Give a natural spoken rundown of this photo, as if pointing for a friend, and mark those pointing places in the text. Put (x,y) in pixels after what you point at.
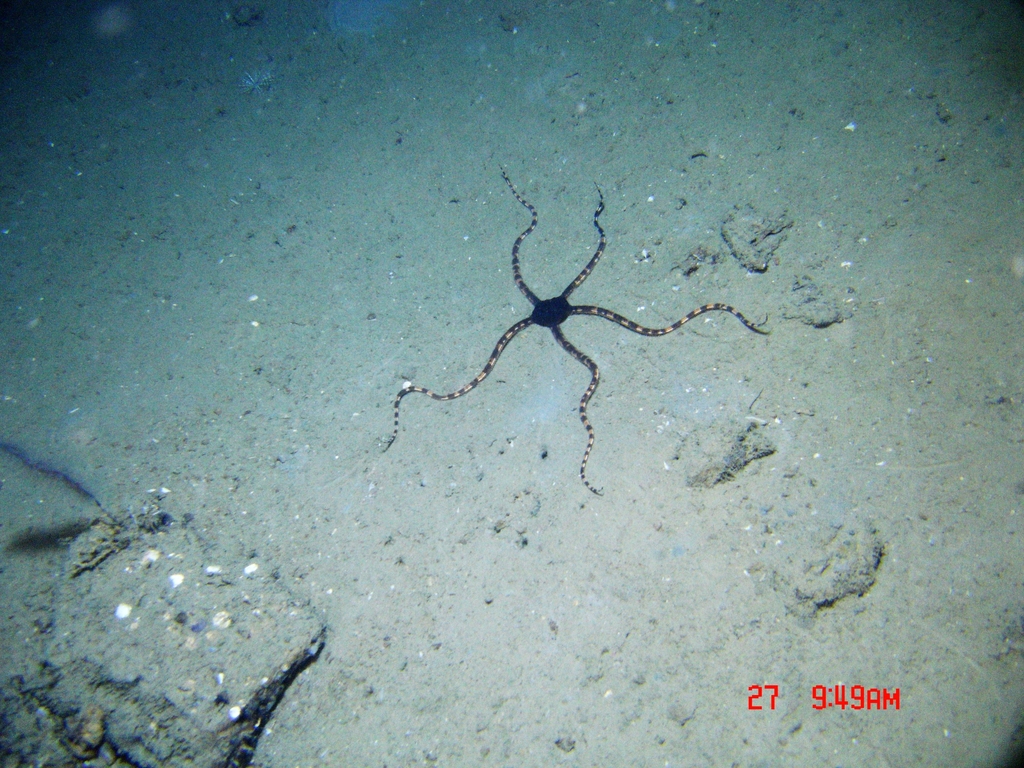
There is a sea animal (565,320) on the ground (554,391), which is in the water (400,339), near stones (855,562).
